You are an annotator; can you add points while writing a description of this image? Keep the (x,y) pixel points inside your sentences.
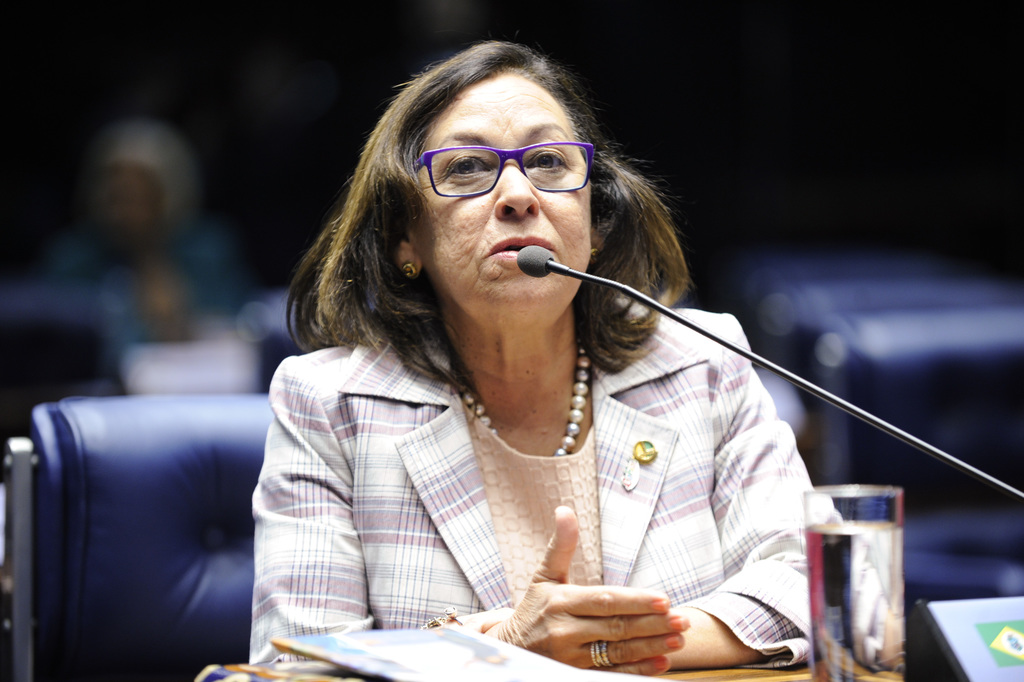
In this picture there is a woman (475,483) sitting on the chair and she is talking. There is a microphone (978,480), glass (871,632), book (311,646) and board (1020,610) on the table (715,681). At the back (166,215) there are chairs (215,417) and there is a person (141,169) sitting on the chair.
